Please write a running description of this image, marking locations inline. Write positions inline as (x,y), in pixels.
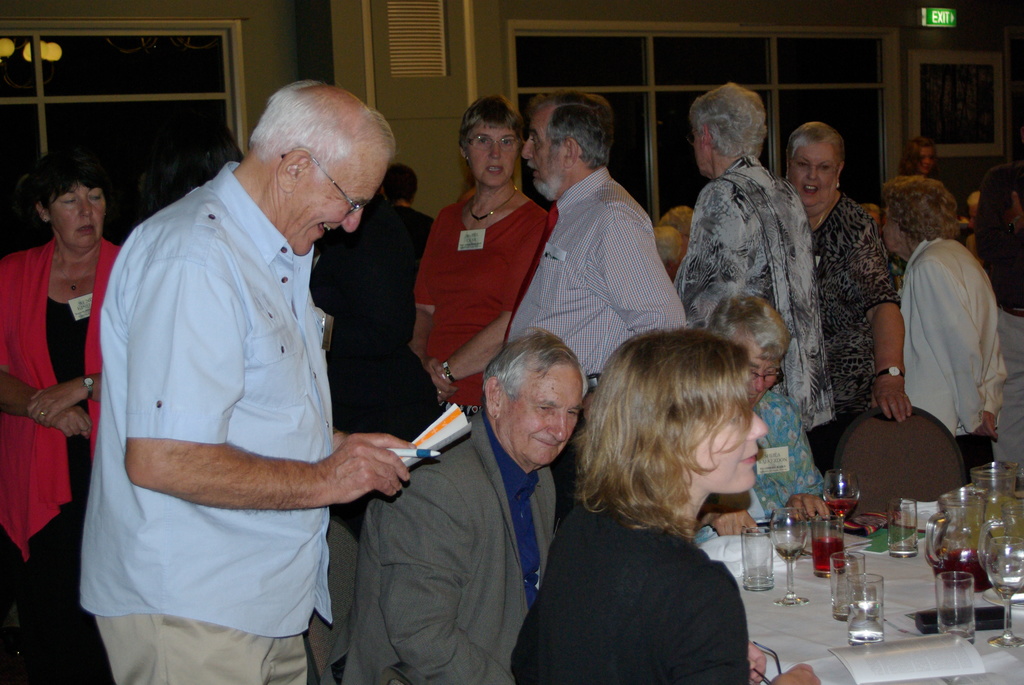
In this picture I can see few people (431,278) are standing and few (577,519) are sitting in the chairs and I can see glasses (845,591) and few glass jugs (931,554) on the table (986,646) and I can see a man (304,483) holding papers (433,432) and a pen (398,452) in his hand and I can see a photo frame (928,105) on the wall (903,129) and I can see glass window (103,91) and I can see reflection of lights (4,48) on the glass (106,143).
